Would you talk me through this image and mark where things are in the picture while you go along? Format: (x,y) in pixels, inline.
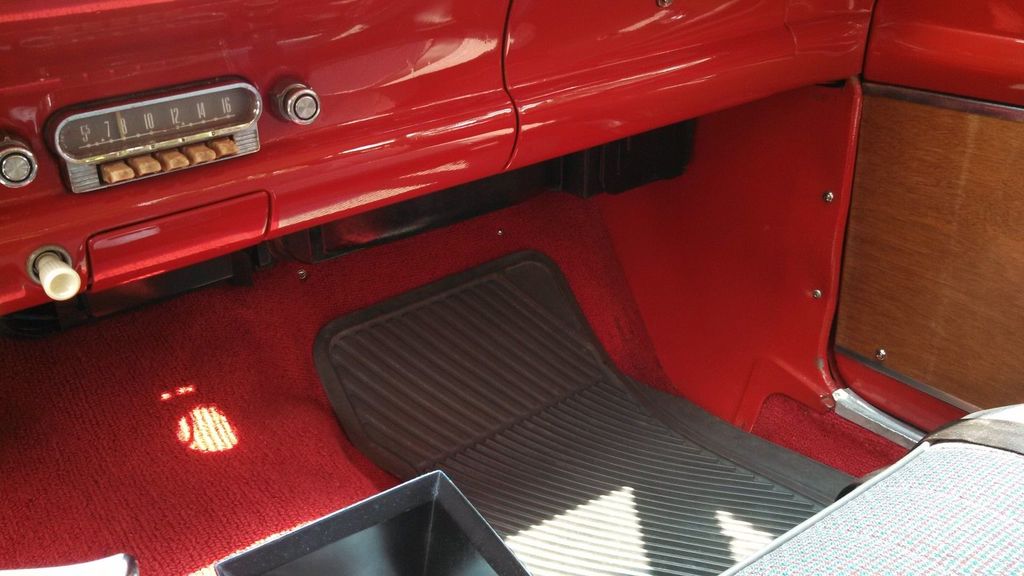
This is the picture taken in a vehicle (489,417), we can see there is a seat (831,567) and some other things (289,547). The vehicle (305,322) is in red color.
